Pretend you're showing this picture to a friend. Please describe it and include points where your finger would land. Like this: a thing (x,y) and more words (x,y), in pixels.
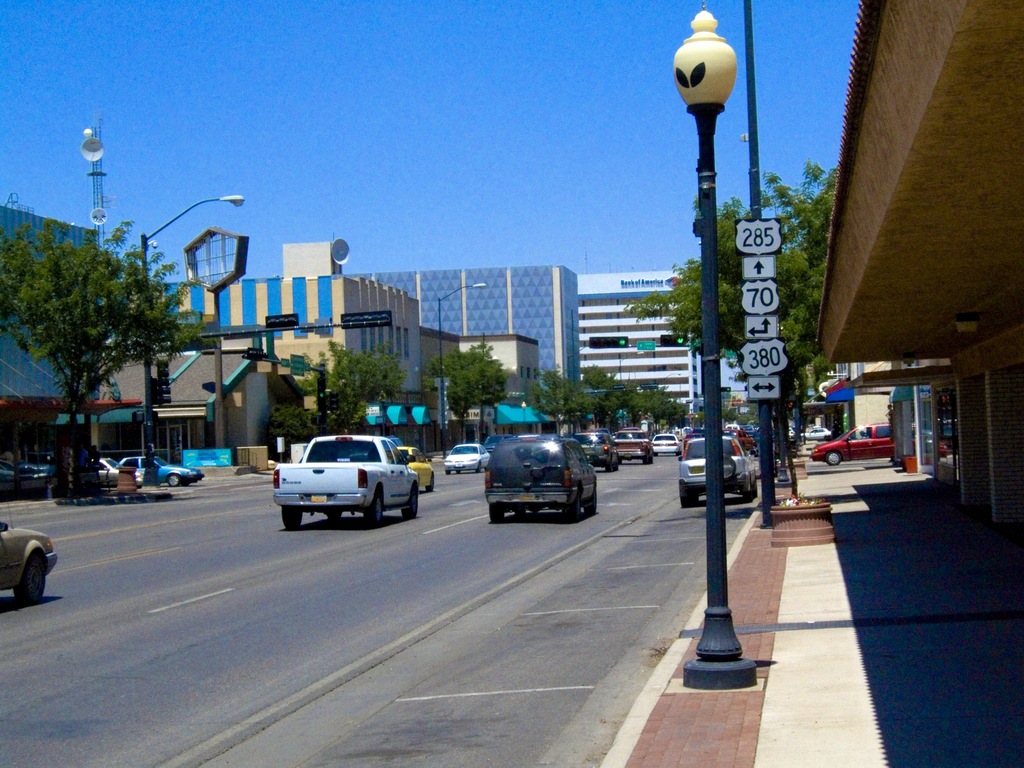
This image is clicked on the road (352,684). To the left (214,621) there is a road (239,579). There are vehicles (508,437) moving on the road (380,539). To the right (812,696) there is a walkway (831,645). There are street light poles (696,109) and sign board poles (768,353) on the walkway (841,661). In the background (177,344) there are buildings (406,312), trees (130,292) and poles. At the top (384,125) there is the sky (396,146).
